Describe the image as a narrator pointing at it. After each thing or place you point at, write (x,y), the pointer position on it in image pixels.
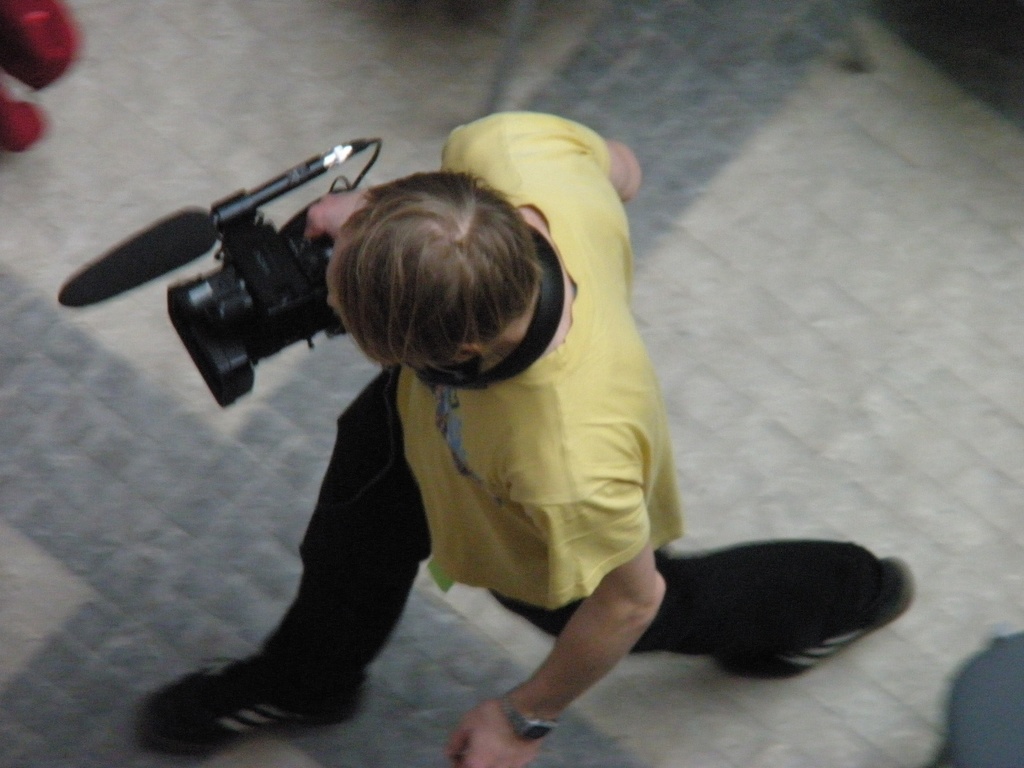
A person (600,431) is walking on the floor (736,452). This person (602,446) wore a yellow color t-shirt (550,468) and also holding a camera (278,320).
